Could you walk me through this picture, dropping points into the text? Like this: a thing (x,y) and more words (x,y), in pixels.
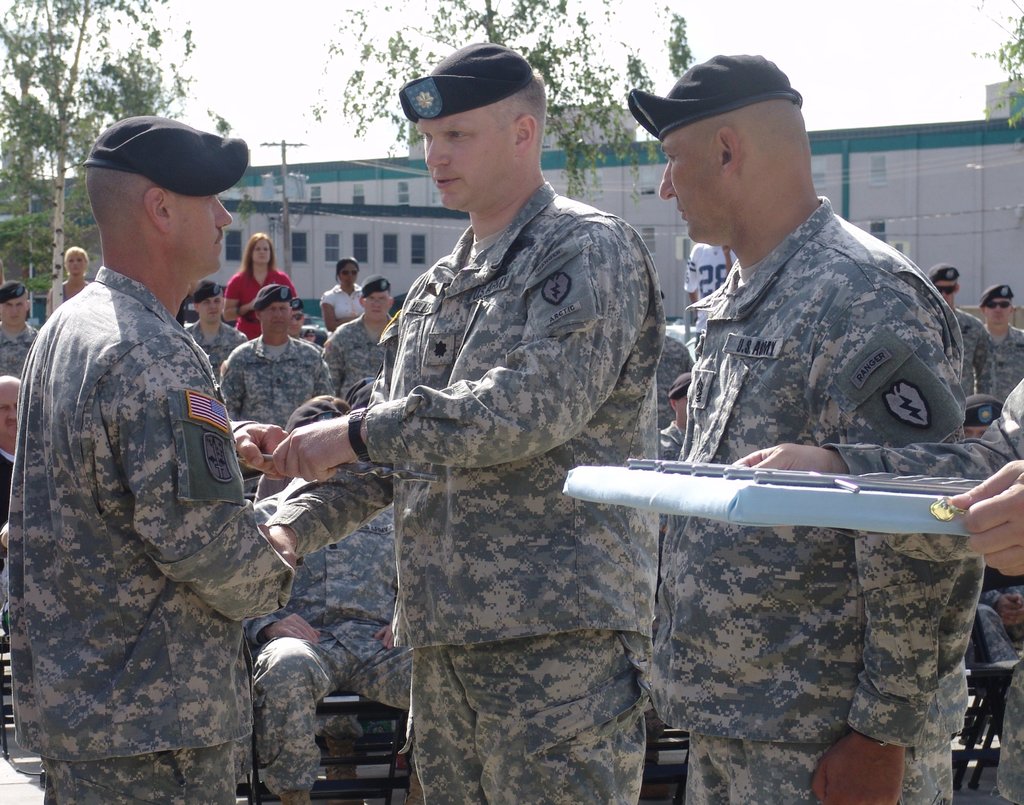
In this image I can see number of persons (553,552) wearing uniforms (560,513) are standing and few of them are sitting. In the background (246,205) I can see few trees (17,141), a pole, a building (374,184) and the sky (255,48).
